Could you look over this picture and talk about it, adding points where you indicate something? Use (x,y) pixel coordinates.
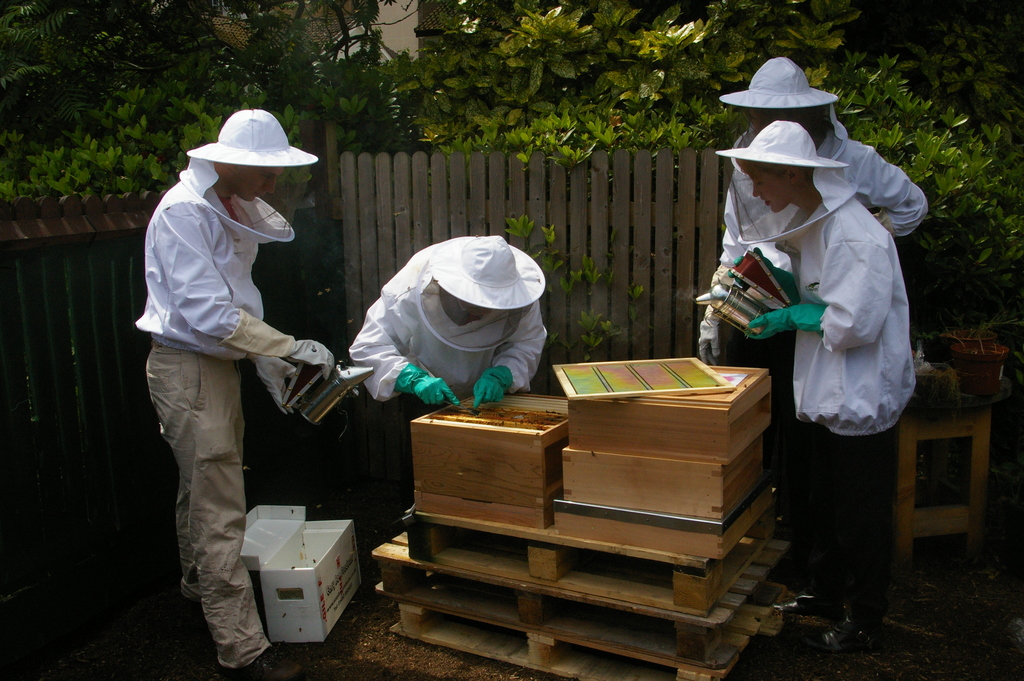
In this image we can see group of boys (246,292) wearing white color jackets (860,325) and net caps (782,211), trying to open the honey bee boxes (519,447). Behind there is a wooden fencing boards (555,194) and some plants (501,111).
